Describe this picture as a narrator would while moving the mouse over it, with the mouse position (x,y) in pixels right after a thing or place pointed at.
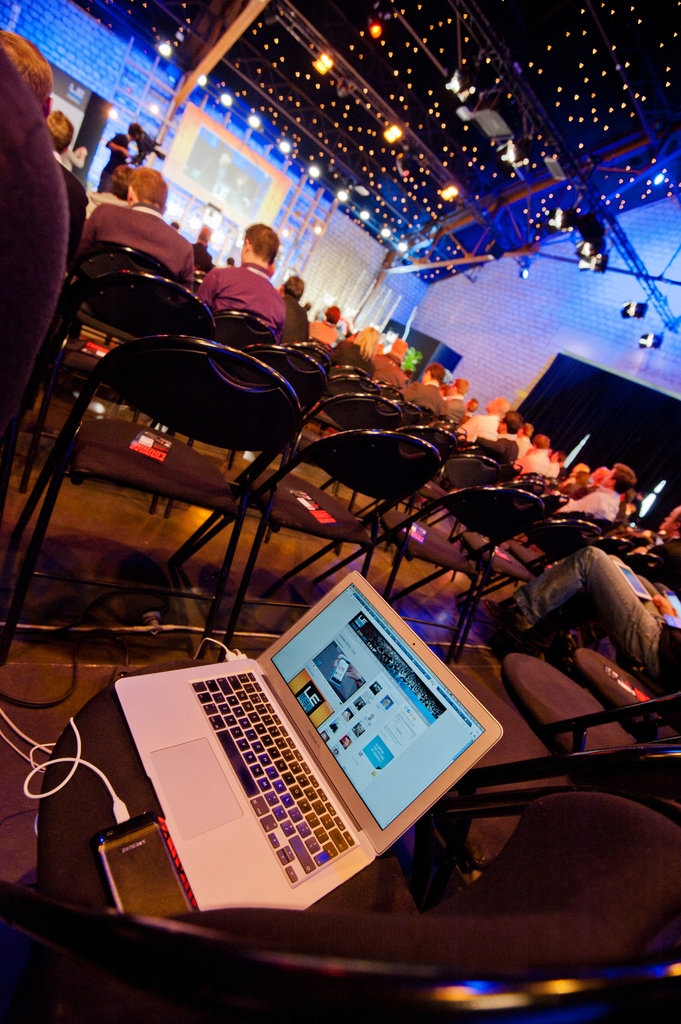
In this image we can see people (305,315) sitting in the chairs (502,515) and there is a laptop (356,681) on the chair (79,722), on the top of the roof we can see the poles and lights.
